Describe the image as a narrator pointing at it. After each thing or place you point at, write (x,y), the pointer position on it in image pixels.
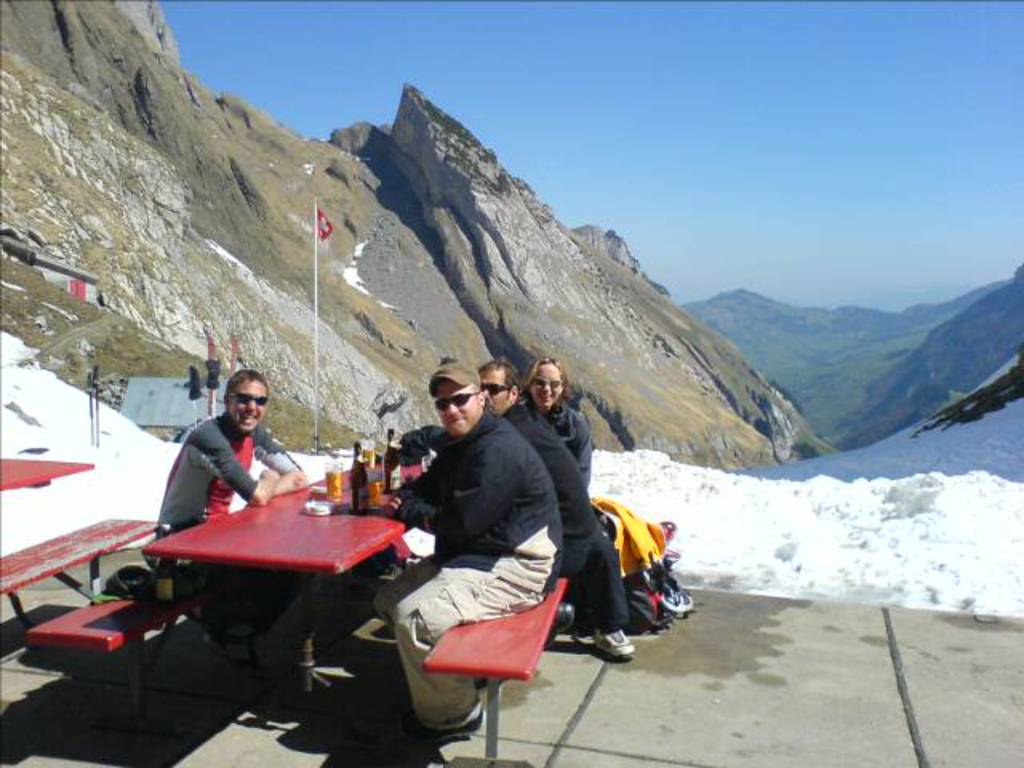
In this picture, we see four people (457,593) sitting on the benches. In front of them, we see a red color table (305,545) on which glass bottles (360,471) and glass (373,480) containing liquid (328,481) are placed. Beside them, we see bags (660,595) and a jacket (634,544) in yellow color. Behind them, we see ice (880,460) and a flag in red color. There are hills (588,315) in the background (513,297). At the top of the picture (652,239), we see the sky (662,221).
